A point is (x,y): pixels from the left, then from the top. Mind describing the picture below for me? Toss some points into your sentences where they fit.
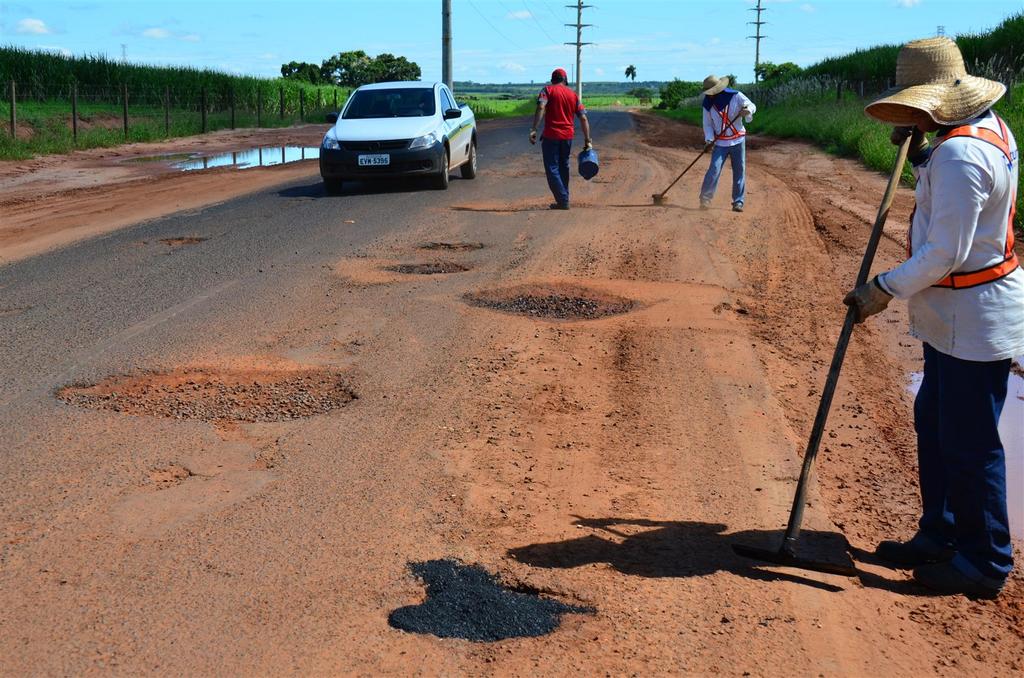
This is an outside view. On the right side (940,233) there are two persons (715,182) holding broomsticks (836,368) in the hands (849,306) and sweeping the road (739,428). There is a car (353,152) and a person (555,156) on the road (246,251). In the background (335,67) there are trees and poles (756,58). On the left side (96,124) there is a fencing (128,116). At the top of the image (141,28) I can see the sky (150,29).
